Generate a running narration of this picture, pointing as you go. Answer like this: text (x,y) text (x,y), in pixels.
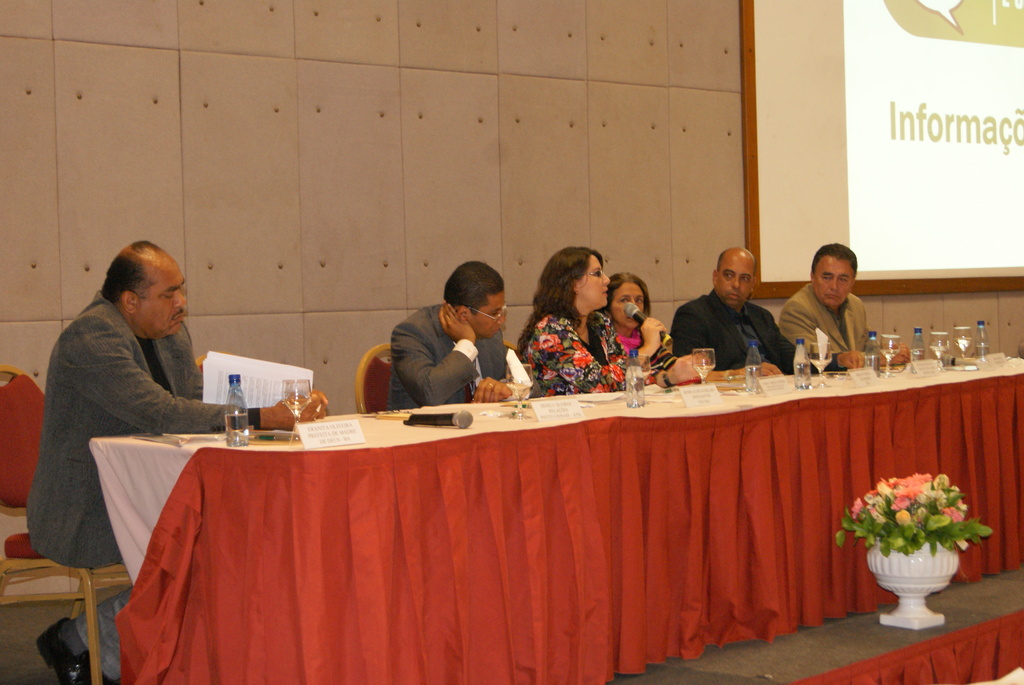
In this image we have group of people (274,419) who are sitting on the chair (361,379). This woman (609,357) is holding a microphone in her hand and speaking. On the table (565,467) we have a few water bottle (241,414) and some other objects (552,414) on it. On the bottom of the image (933,555) we have flower pot (922,532) and on the top right corner of the image (903,96) we have projector screen (877,140).
